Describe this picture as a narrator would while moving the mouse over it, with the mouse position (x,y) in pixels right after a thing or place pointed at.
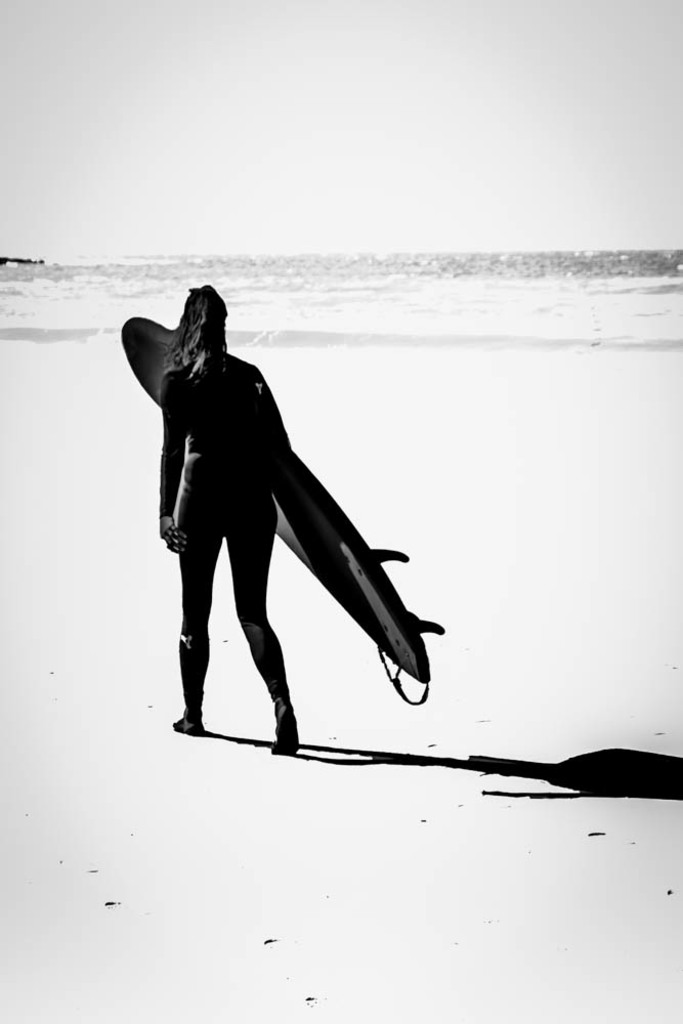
In this picture we can see woman (204,291) carrying surfboard (160,379) with her and walking and in background (91,295) we can see water (223,268) i think this is black and white picture.
